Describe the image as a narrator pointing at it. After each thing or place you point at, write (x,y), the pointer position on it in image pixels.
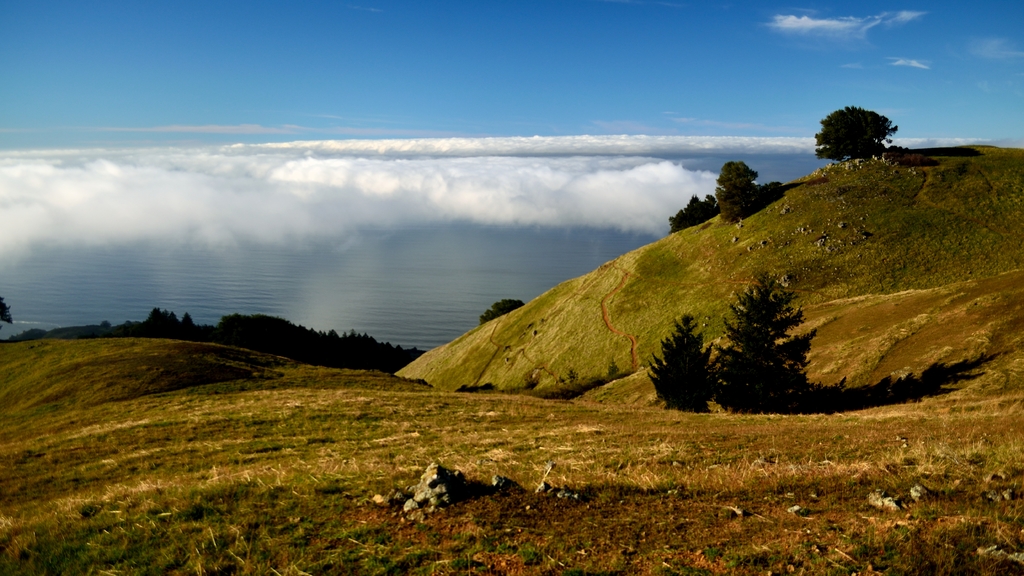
This image is taken outdoors. At the top of the image (317,59) there is the sky (671,59) with clouds (462,186). At the bottom of the image (303,499) there is a ground (483,517) with grass (798,445) on it. In the middle of the image (518,254) there is a sea (357,294) with water (337,300). There are a few trees (404,355) and plants (500,312) on the ground (491,328).
